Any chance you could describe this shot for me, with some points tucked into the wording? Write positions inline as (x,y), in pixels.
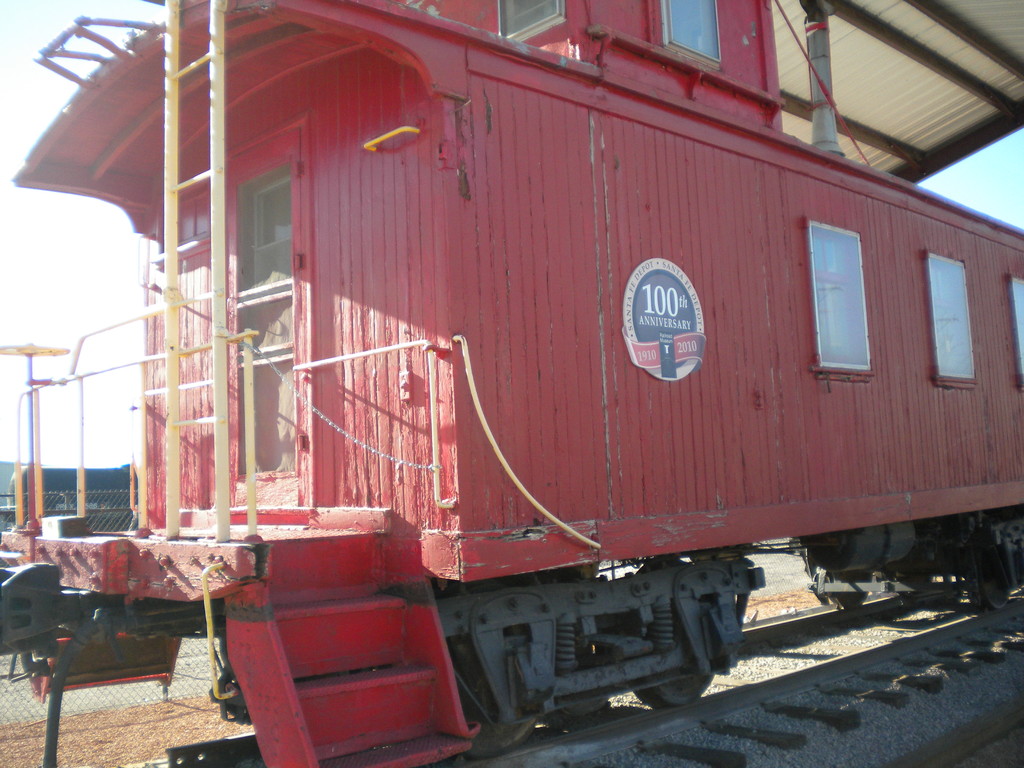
In the image we can see train bogie (417,473) on the tracks (588,743). Here we can see the ladder (211,264), mesh (140,692) and the sky (14,210).
